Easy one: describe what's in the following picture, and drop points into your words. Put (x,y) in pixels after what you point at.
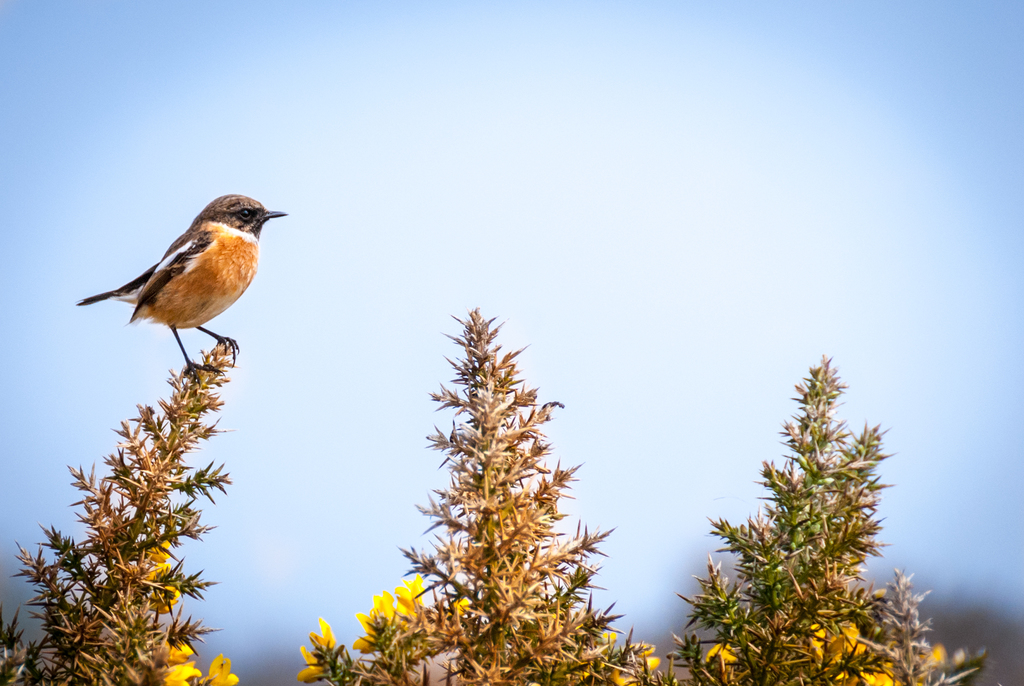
Here we can see a bird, plants (742,650), and flowers (409,603). In the background (402,168) there is sky (731,269).
